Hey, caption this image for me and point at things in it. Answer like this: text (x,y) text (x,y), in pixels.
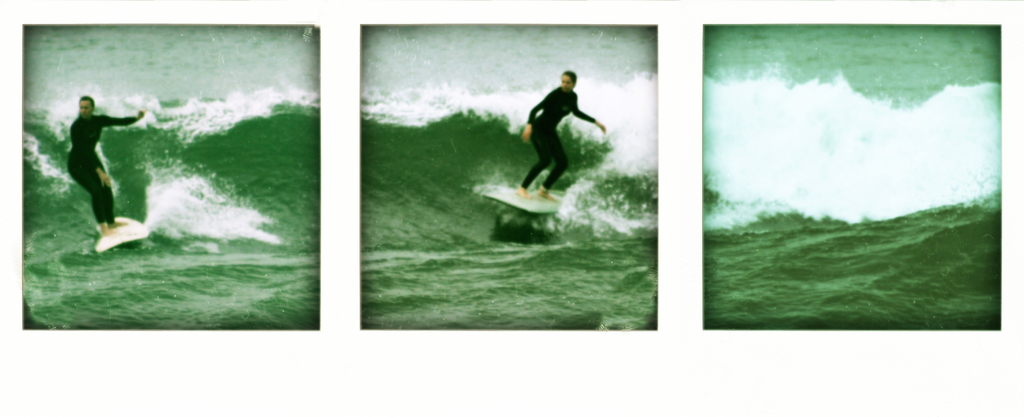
A collage picture. In three images we can see water (902,267) with waves (928,246). In this two images same person (549,110) is surfing on water (172,254) with surfboard (130,234).
